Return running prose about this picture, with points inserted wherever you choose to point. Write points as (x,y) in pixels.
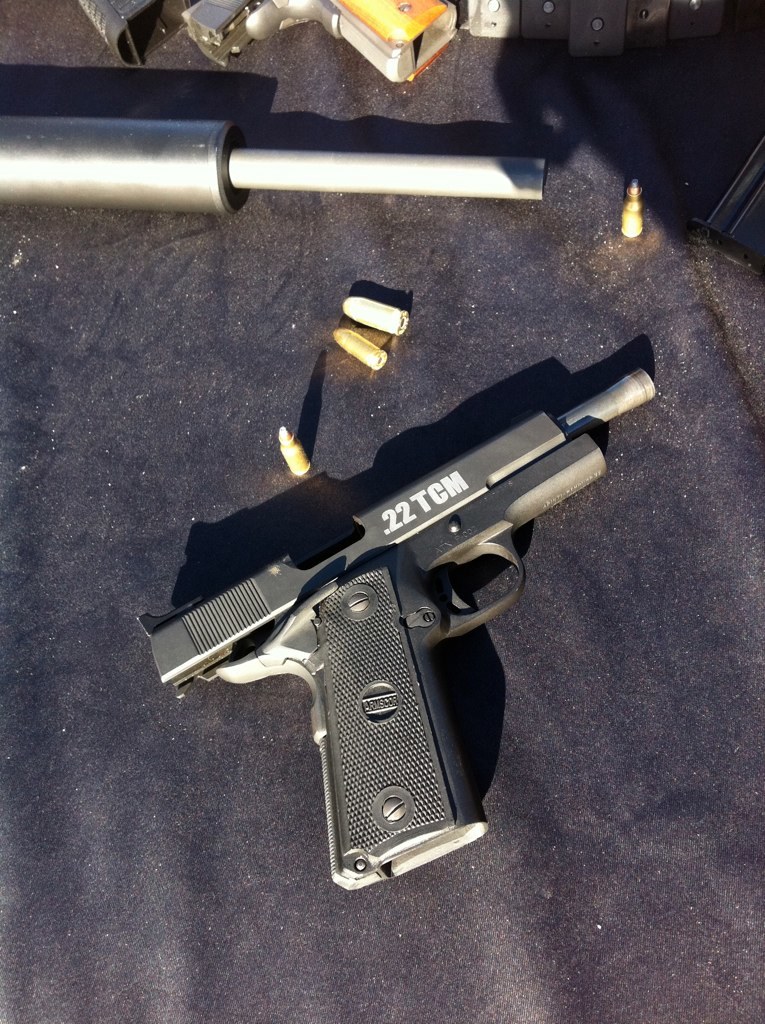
In this image we can see guns (151,1), metal objects (61,178), bullets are on a platform (132,548).
